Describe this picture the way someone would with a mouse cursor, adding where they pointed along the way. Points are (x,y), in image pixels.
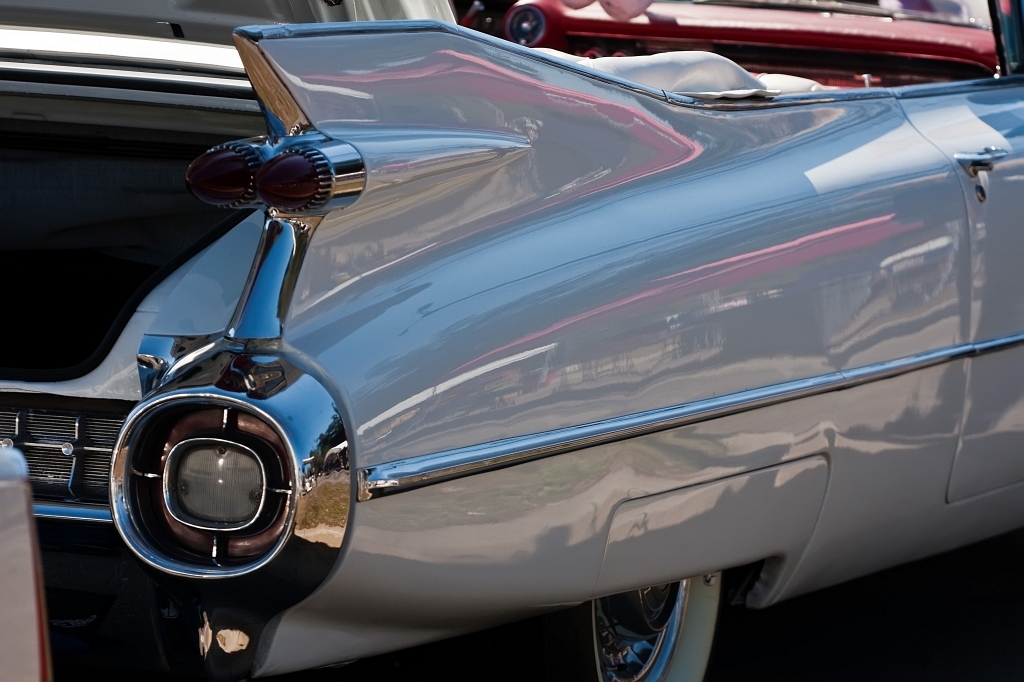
In this picture we can see a few vehicles (576,596). We can see the reflections (539,472) of a few objects (893,230) on the grey object (611,219).
